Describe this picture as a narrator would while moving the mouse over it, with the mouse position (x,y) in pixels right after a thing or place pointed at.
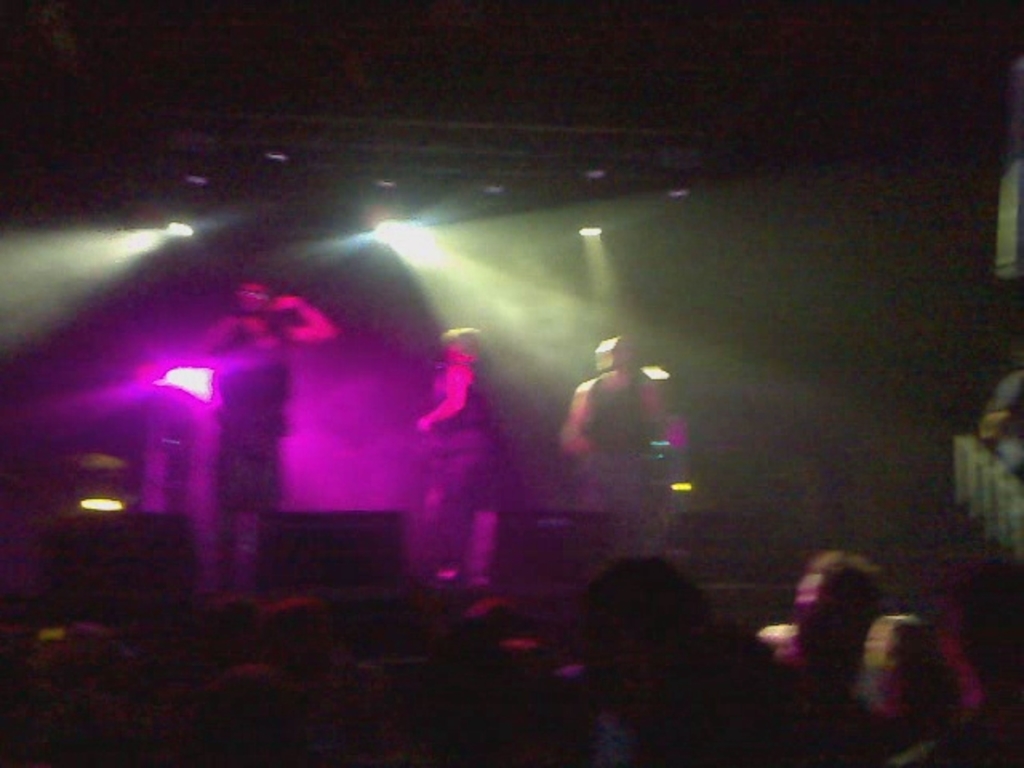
In this image, we can see some people (274,451) standing and there are some people (532,679) sitting, we can see a pink color light (306,486).
